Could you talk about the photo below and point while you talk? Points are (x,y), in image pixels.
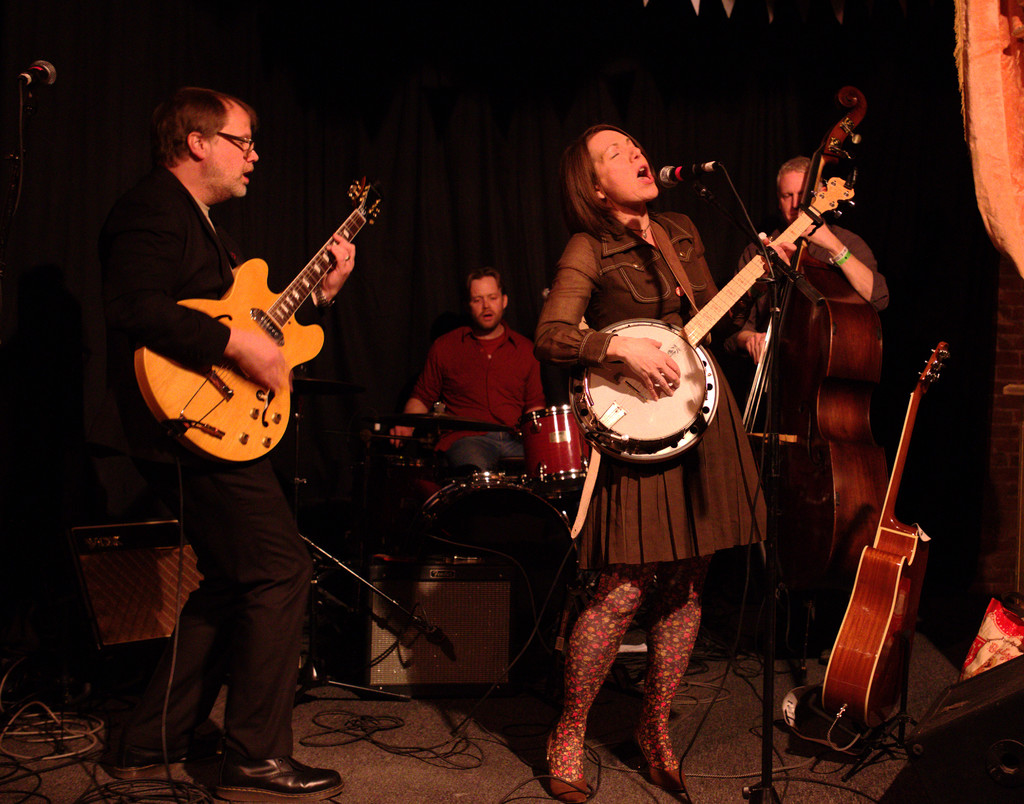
In this image we can see a woman (605,194) is singing and playing the banjo (704,311), and in front (729,214) here is the microphone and stand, and at back a person (201,238) is standing and playing the guitar (240,272), and at back (510,381) a person (518,393) is sitting and playing the drums (556,417).
